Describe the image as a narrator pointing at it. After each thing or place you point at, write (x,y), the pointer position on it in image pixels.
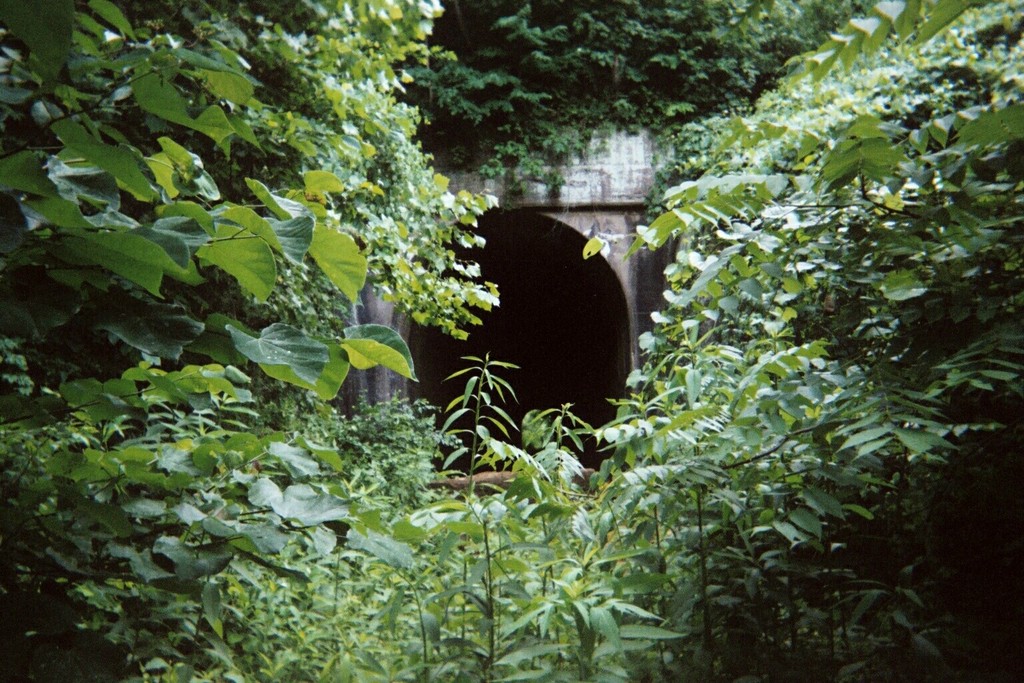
In this picture there is a small tunnel (574,157) in the middle of the image (460,436) and around there are many green trees (918,335) and leaves (641,585).
